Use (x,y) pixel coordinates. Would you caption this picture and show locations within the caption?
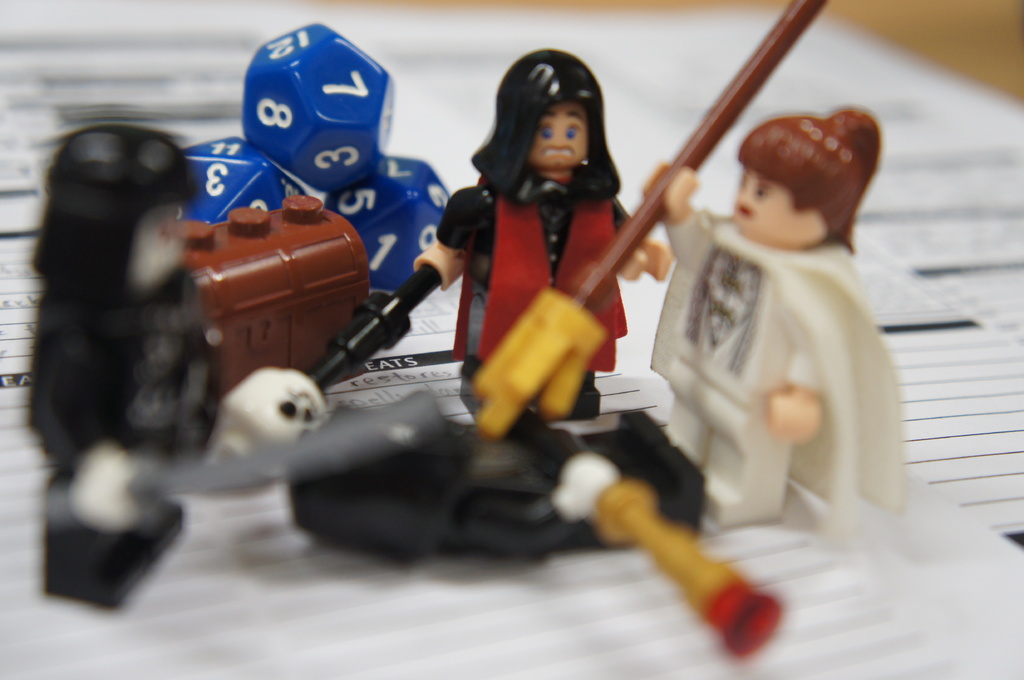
These are the dolls (734,253), on the left side (335,161) there are hexagonal balls (349,137) in blue color.
